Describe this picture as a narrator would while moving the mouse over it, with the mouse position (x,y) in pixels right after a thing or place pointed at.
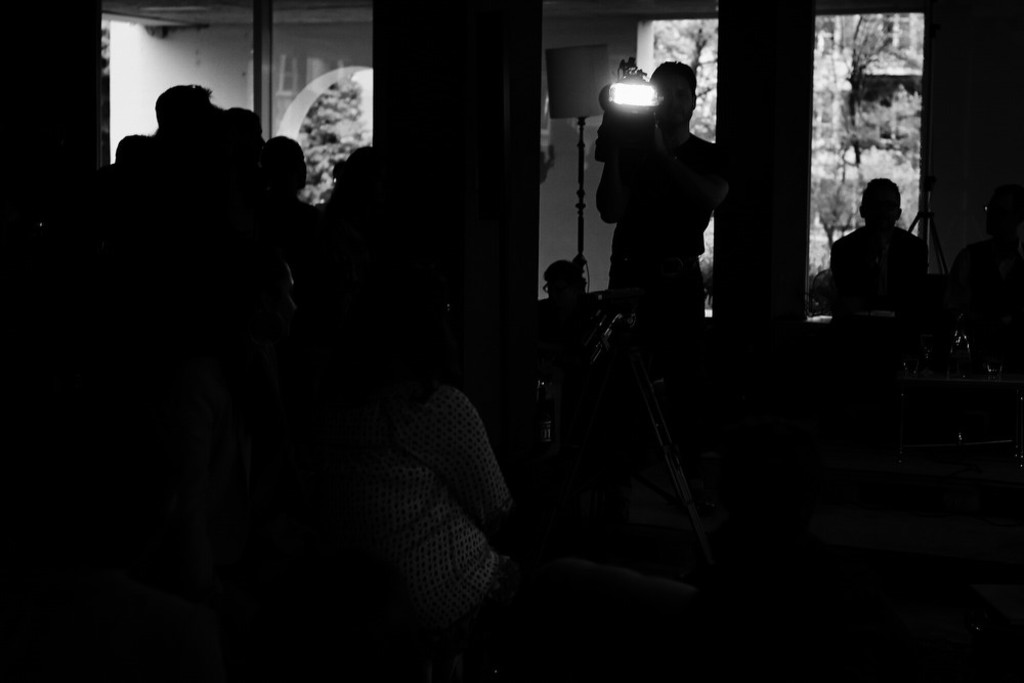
This picture is dark, we can see stands (659,420), people (640,281), lamp (577,74) with stand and this man (621,199) holding a light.
